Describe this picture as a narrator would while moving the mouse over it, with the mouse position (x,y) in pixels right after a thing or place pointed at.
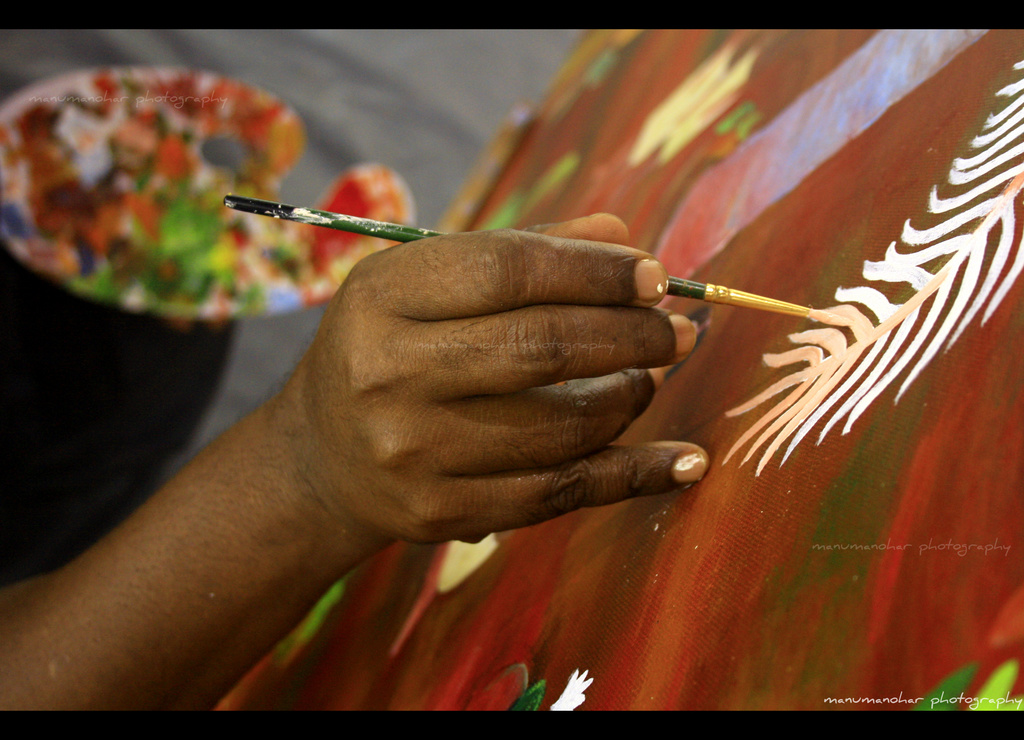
In this picture we can see a person's hand (304,492) and the person (389,331) is holding a brush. On the right side of the hand (462,335) there is the painting (579,199) on a board (590,568). On the left side of the hand (361,262) there is an object (53,197). Behind the object (166,178) there is the blurred background (428,74). On the image there are watermarks (961,702).
